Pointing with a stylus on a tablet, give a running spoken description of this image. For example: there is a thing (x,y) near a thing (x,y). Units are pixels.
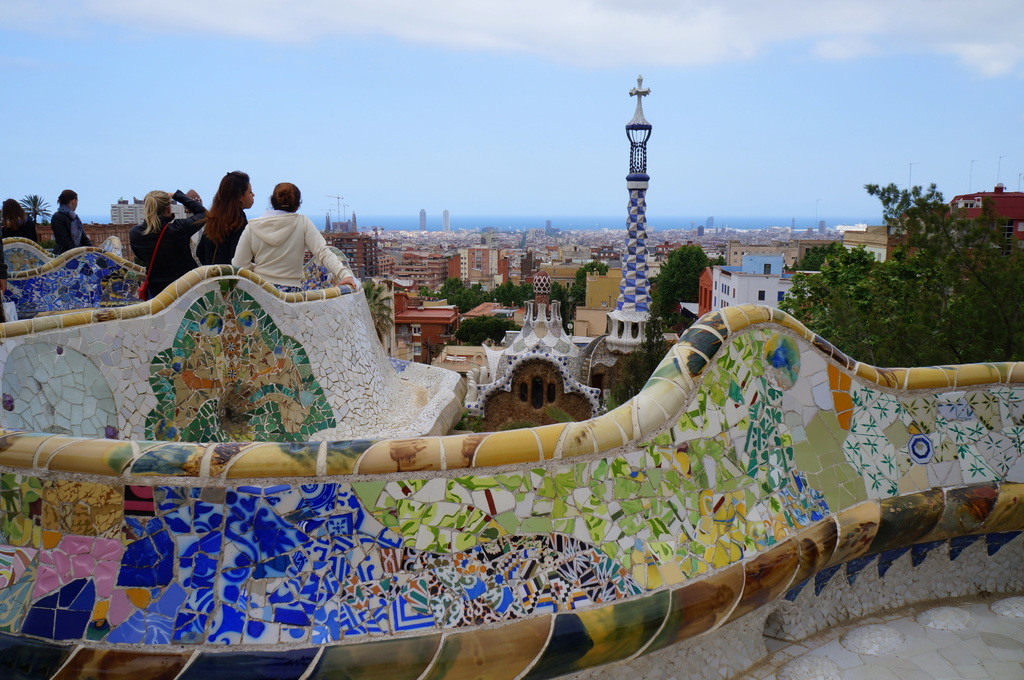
In this image, I can see the view of the city (431,293) with the buildings (572,254) and houses (723,302). This looks like a tower (643,207). I can see few people (150,230) standing at the top of the building (330,532). These are the trees (850,303). This is the sky (548,99).
